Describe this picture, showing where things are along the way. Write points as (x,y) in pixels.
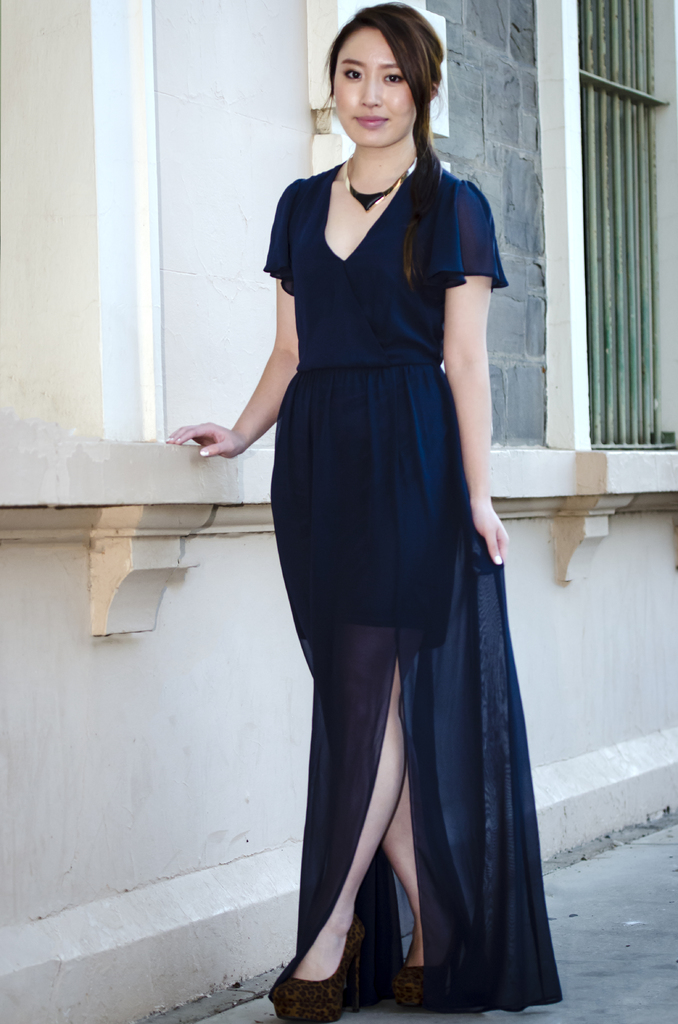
In this image I can see woman (396,500) is standing. She is wearing navy-blue color dress (427,332). Back Side I can see a building (585,168) and window (636,425).
